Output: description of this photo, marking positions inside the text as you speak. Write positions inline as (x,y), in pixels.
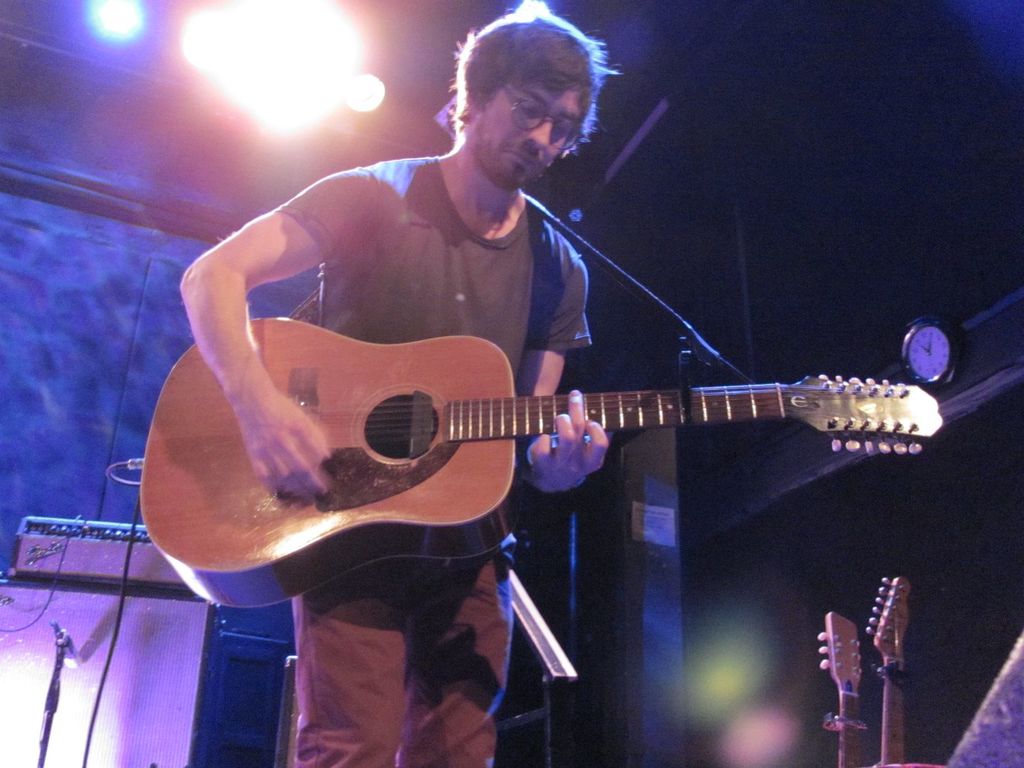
A man (452,575) is playing guitar (397,525) behind him there are musical instruments (55,556) and lights (133,22).
